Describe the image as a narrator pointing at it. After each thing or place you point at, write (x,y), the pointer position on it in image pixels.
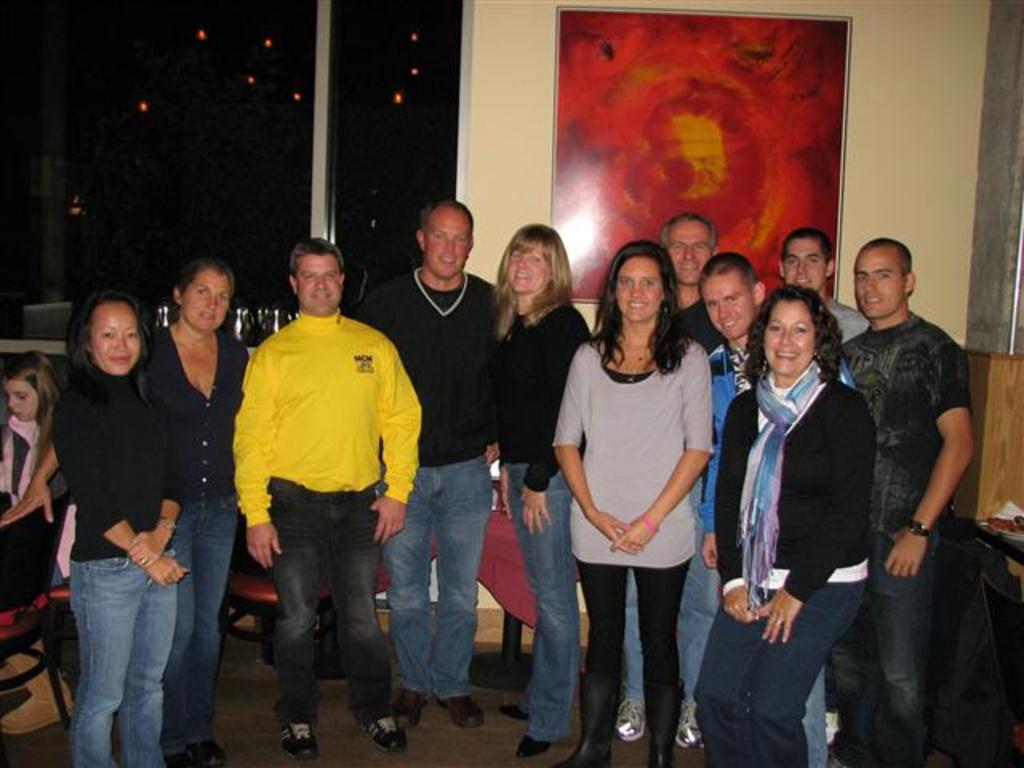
In the foreground (194,286) I can see group of people (537,690) are standing on the floor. In the background (578,158) I can see tables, chairs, wall painting (562,155) on the wall (887,139) and lights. This image is taken in a hall (266,665).
